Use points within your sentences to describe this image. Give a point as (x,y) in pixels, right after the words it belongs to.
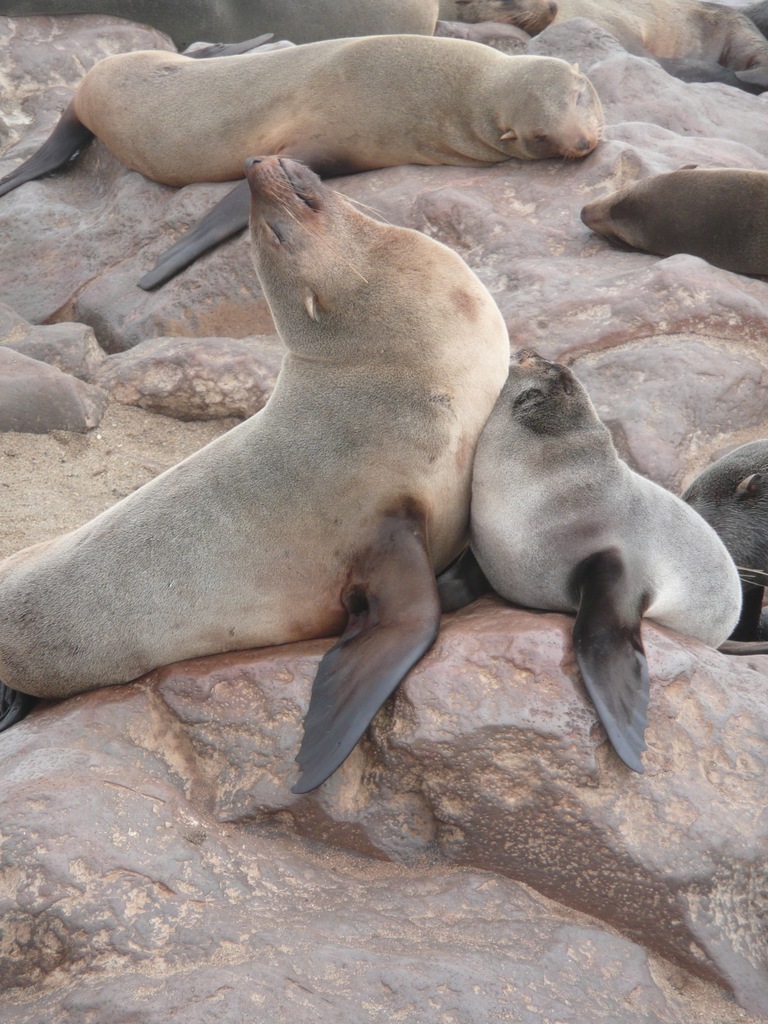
In the image there are a group of seals (31,12) on the rocks (698,818).
